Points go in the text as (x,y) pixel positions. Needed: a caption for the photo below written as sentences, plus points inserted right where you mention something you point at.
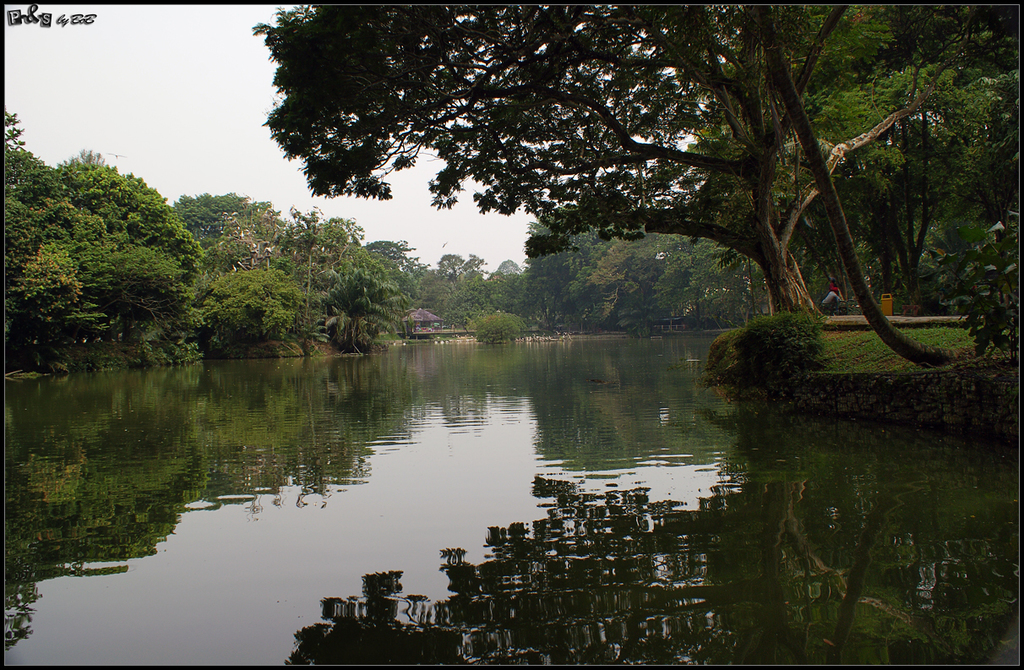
In this image we can see water (491,518). On the sides there are trees (534,159). In the background (174,100) there is sky (167,99). In the back (422,320) there is a shed (422,320). In the left top corner (42,22) something is written.
